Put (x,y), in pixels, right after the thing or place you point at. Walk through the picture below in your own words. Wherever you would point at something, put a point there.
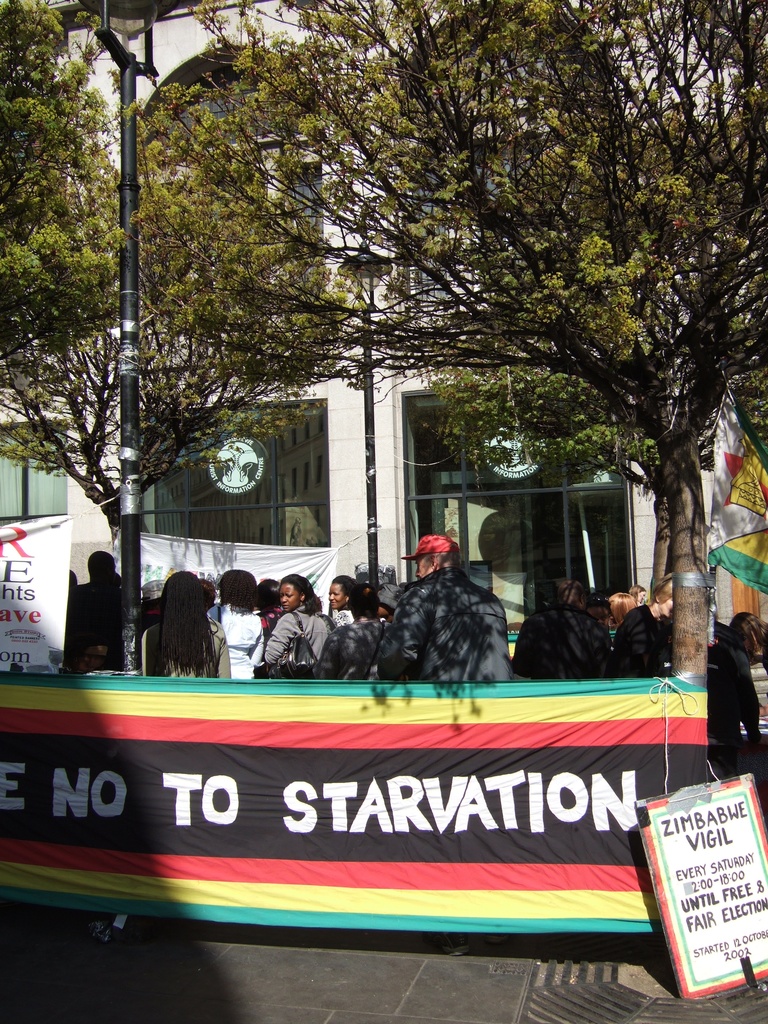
In the picture we can see a path (591,951) to it, we can see some people (756,649) are standing and there is a banner (36,708) to say no to starvation and some people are standing behind it and in the background (33,418), we can see some trees (738,228), poles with lights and building wall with glass windows (550,534) and doors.
